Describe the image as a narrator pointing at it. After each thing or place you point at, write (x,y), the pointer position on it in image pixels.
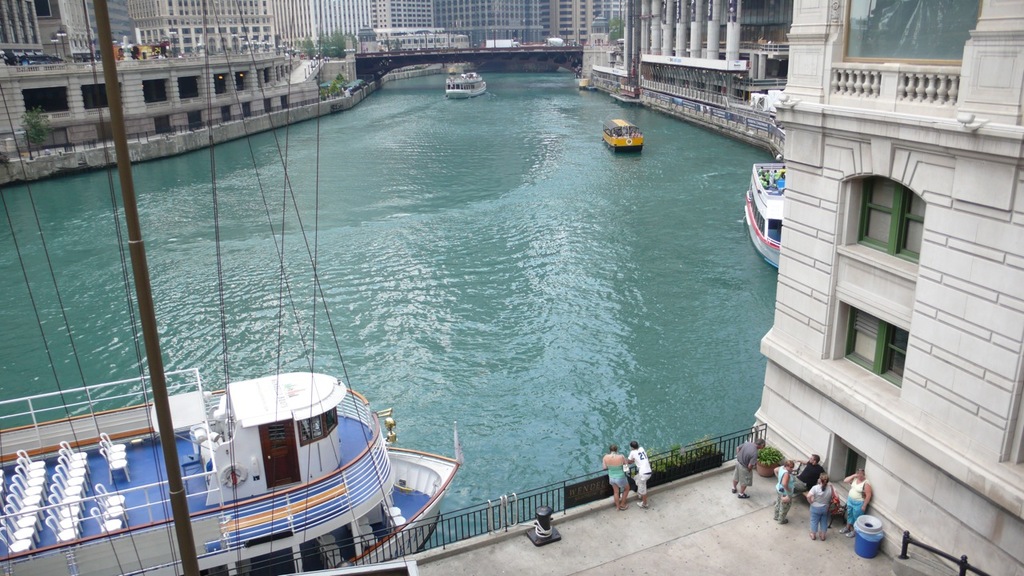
In this picture we can see few boats (287,412) in the water (440,197), beside to the boat (407,462) we can find a fence (694,471) and few people (851,478), in the background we can see few buildings (783,288), trees (343,47) and a bridge (529,65) over the water (494,120).
